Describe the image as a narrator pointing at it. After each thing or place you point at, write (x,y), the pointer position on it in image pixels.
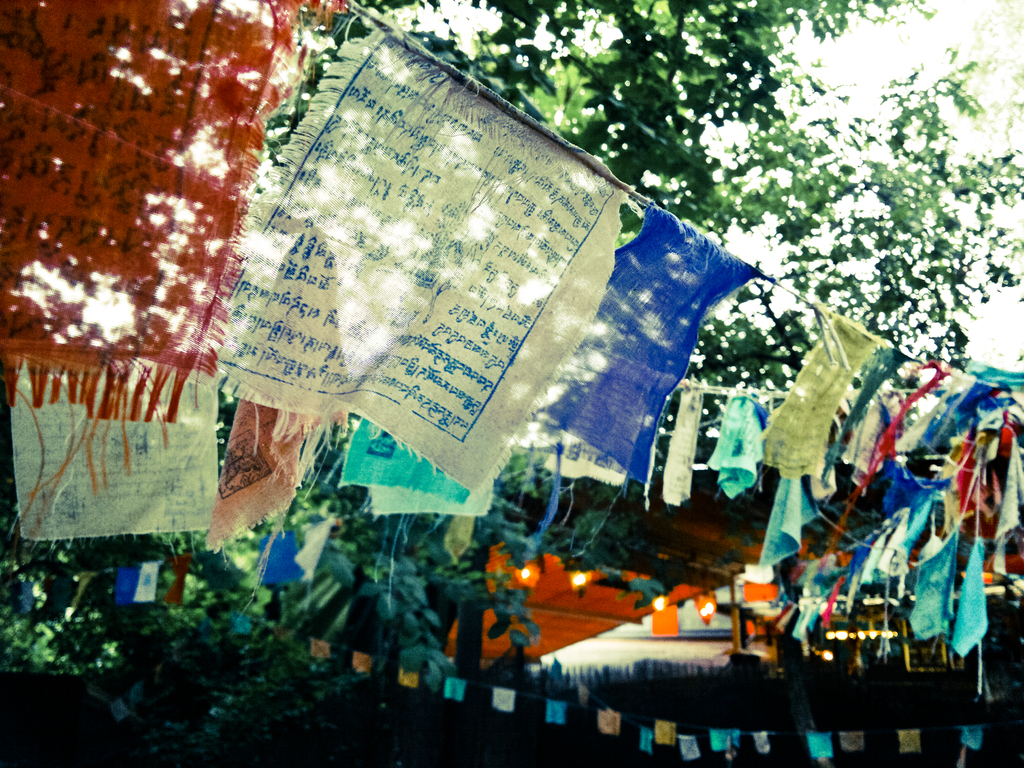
In this image there are flags (624,368) to the rope (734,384). There is text (159,238) on the flags (890,420). In the background (630,80) there are leaves (634,133) of a tree (717,111). At the bottom (656,609) there are lights (576,579).
